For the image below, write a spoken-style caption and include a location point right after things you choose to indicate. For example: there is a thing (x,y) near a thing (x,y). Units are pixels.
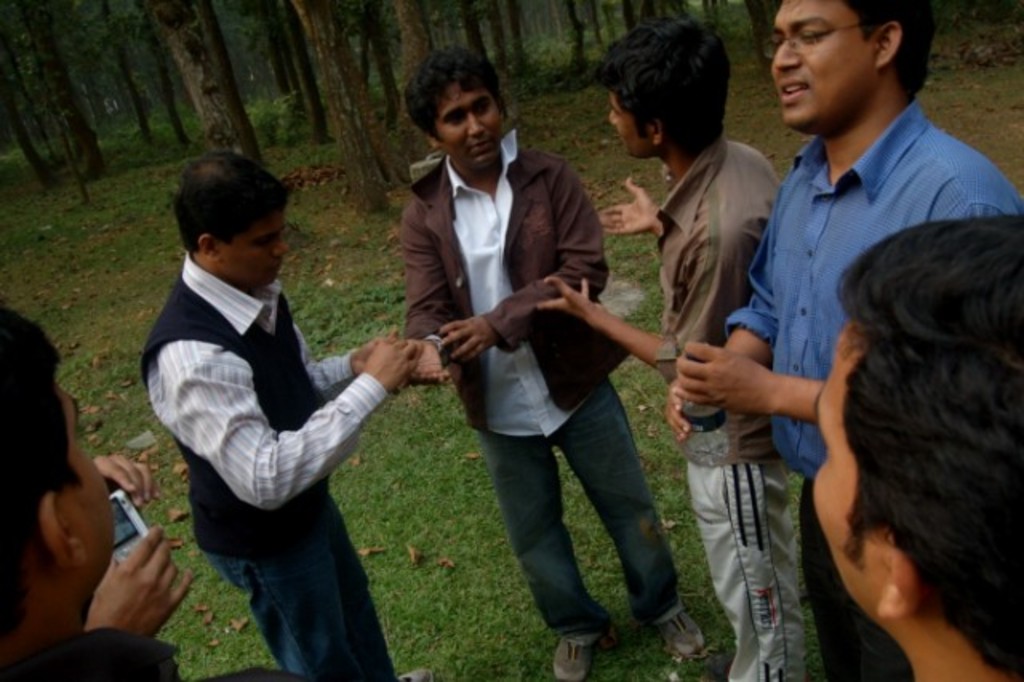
In this image there are group of men (738,476) who are standing on the ground (501,631) and discussing with each other. In the background (25,110) there are so many tall trees (334,94). On the left side (73,555) there is a person (93,580) who is holding the camera (138,535).
